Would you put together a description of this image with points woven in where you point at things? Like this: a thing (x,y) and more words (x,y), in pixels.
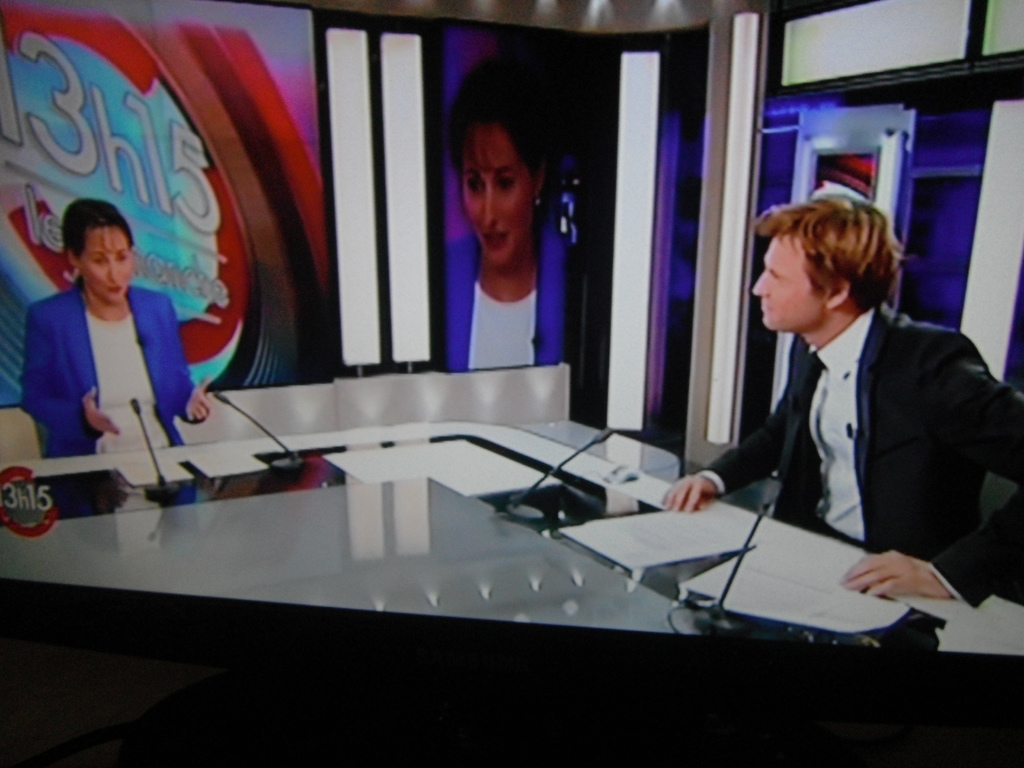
I think this picture was taken from the screen. I can see the woman (84,319) and the man (830,457) sitting. This is a table (106,558) with the mics (163,486) and papers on it. I think these are the posters (514,155).
